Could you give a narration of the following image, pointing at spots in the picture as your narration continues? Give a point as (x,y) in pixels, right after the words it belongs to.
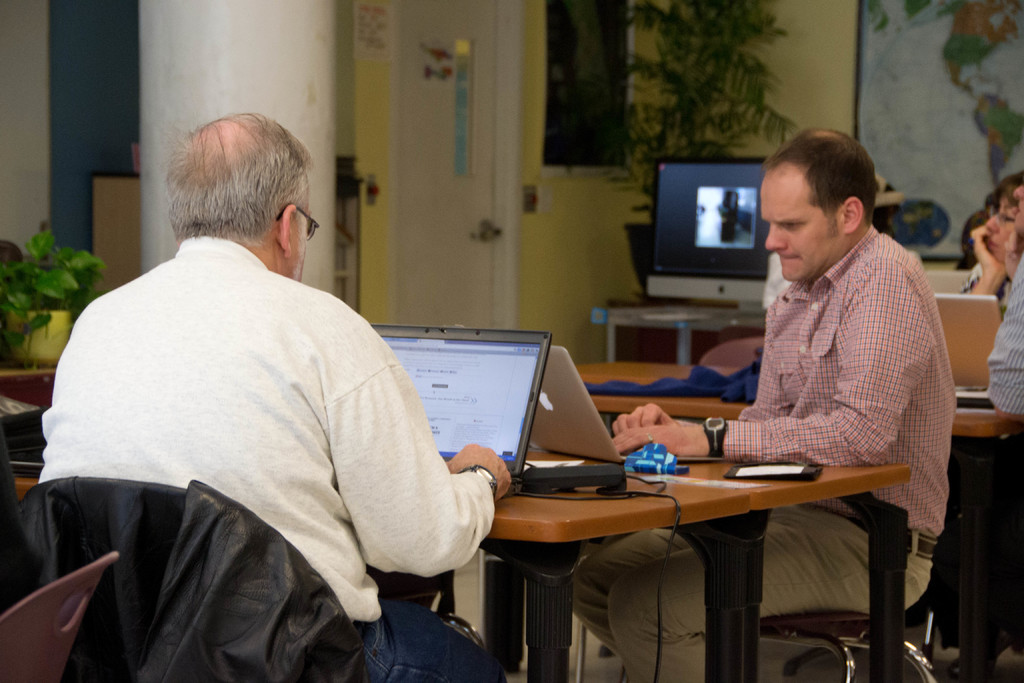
This pictures of inside the room (722,353). In the center (677,430) we can see a man (856,367) sitting on the chair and working on laptop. On the left (251,301) there is a man (282,343) wearing white color shirt (289,415), sitting on the chair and working on a laptop (446,362). In the right corner (1014,218) there are group of persons (1004,253) sitting on the chairs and there is a table (688,314) at the top of which a monitor (735,236) is placed. In the background (269,53) we can see a pillar (308,43), a house plant (677,45), a door (477,46) and a picture (916,48) of a map (945,62) hanging on the wall (826,59).
